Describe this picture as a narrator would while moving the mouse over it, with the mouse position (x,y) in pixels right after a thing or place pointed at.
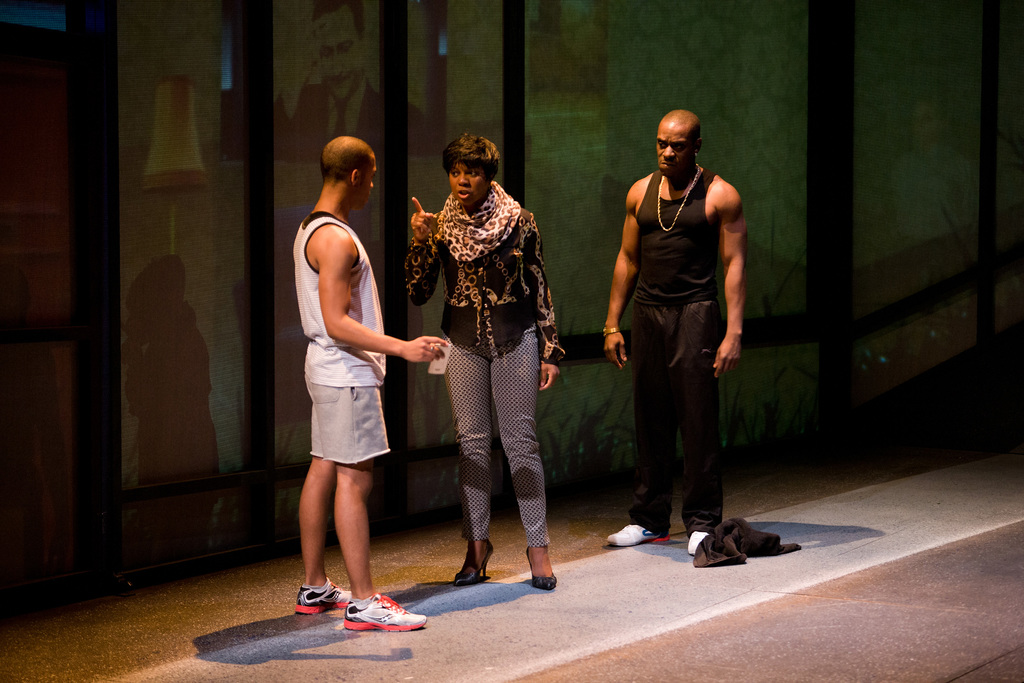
In this image we can see three persons (536,570) are standing on the floor (661,641) and we can see pictures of persons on the glasses (482,22) and there is a cloth (707,558) on the floor (666,610).
